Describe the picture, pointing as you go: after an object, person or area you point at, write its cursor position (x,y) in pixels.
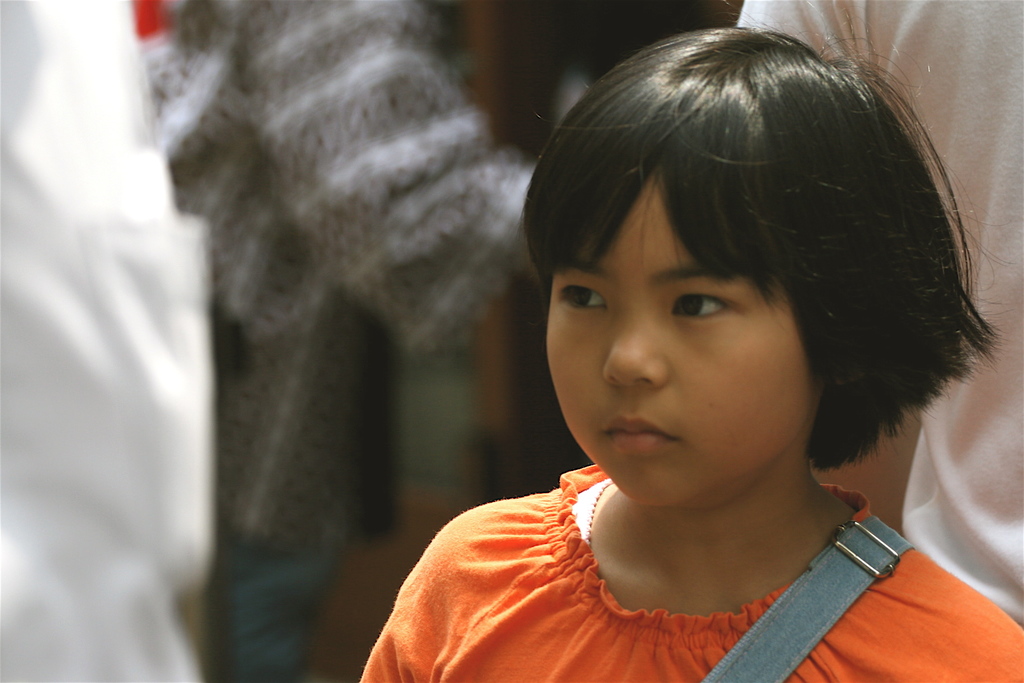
In this picture we can see a belt (834,540) on a girl (695,380) and in the background (122,383) we can see some people (974,68).
